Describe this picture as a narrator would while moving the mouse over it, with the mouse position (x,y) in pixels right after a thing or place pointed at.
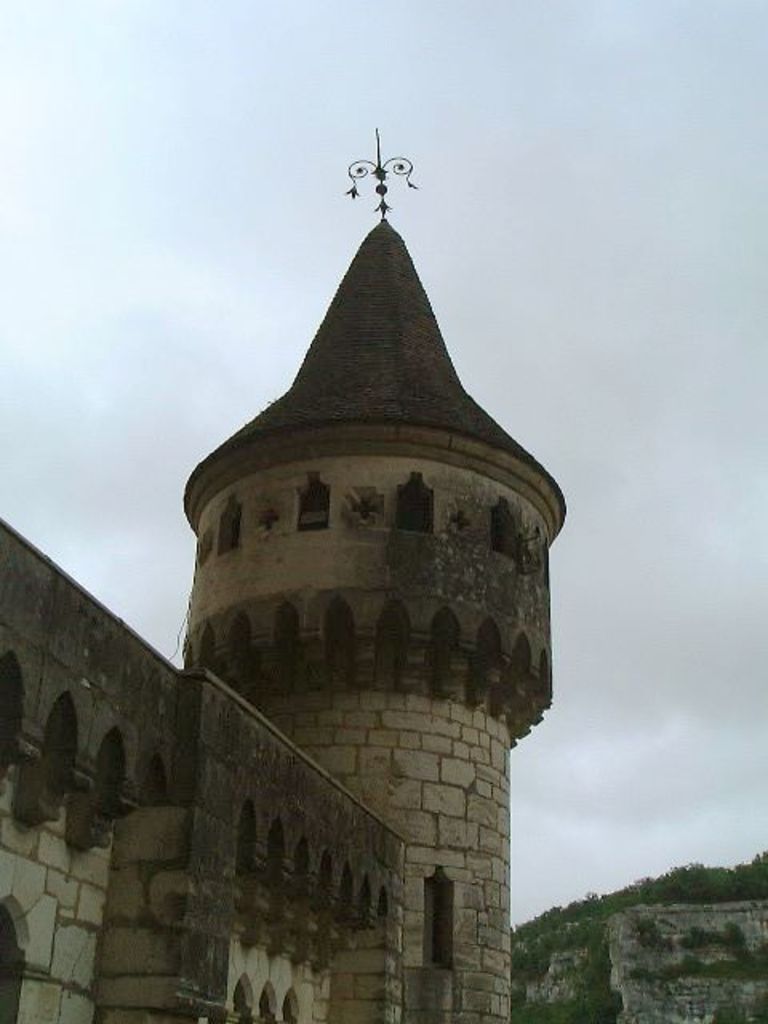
In this image we can see a building (423,810). There are many plants (664,902) in the image. There is a sky (637,420) in the image.
